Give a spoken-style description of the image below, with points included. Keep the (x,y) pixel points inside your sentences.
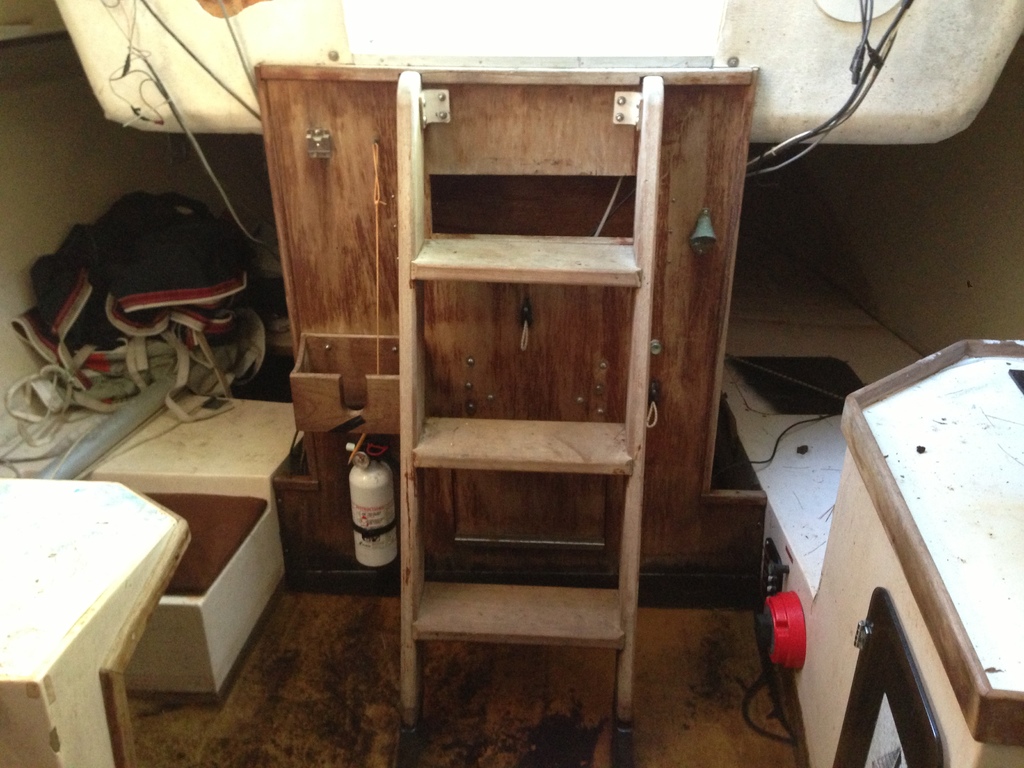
In the center of the image (404,326) there is a ladder (567,255) attached to the wooden panel (563,171). On the right side of the image (997,595) there is a table (974,351) and on top of it there is an object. On the left side of the image (176,424) there are few objects (173,412). On top of the image (480,34) there is a light (492,21). At the bottom of the image (247,715) there is a wooden floor (254,706).
